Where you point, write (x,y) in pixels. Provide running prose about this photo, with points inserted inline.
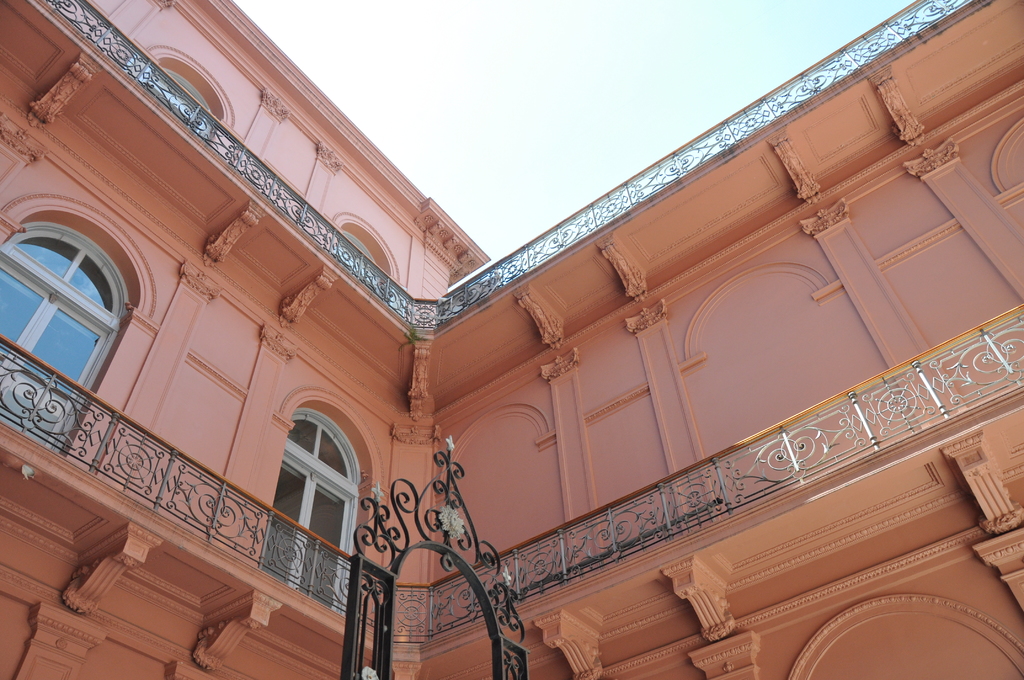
In this image I can see a building (453,370) and in the front of it I can see a black colour thing (346,660). I can also see few windows (23,258) on the left side of this image (318,523) and on the top side of this image (575,107) I can see the sky (512,94).
